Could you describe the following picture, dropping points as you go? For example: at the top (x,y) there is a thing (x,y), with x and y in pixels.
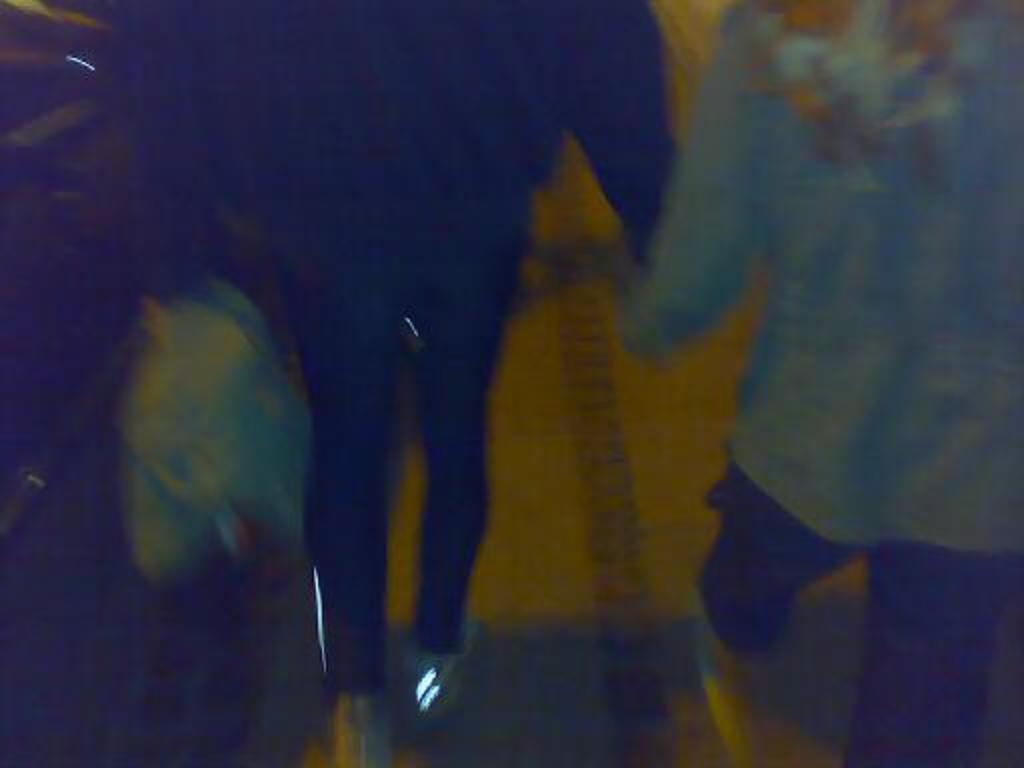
In this picture we can see two people (361,174) holding hands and walking on a platform (595,660).
